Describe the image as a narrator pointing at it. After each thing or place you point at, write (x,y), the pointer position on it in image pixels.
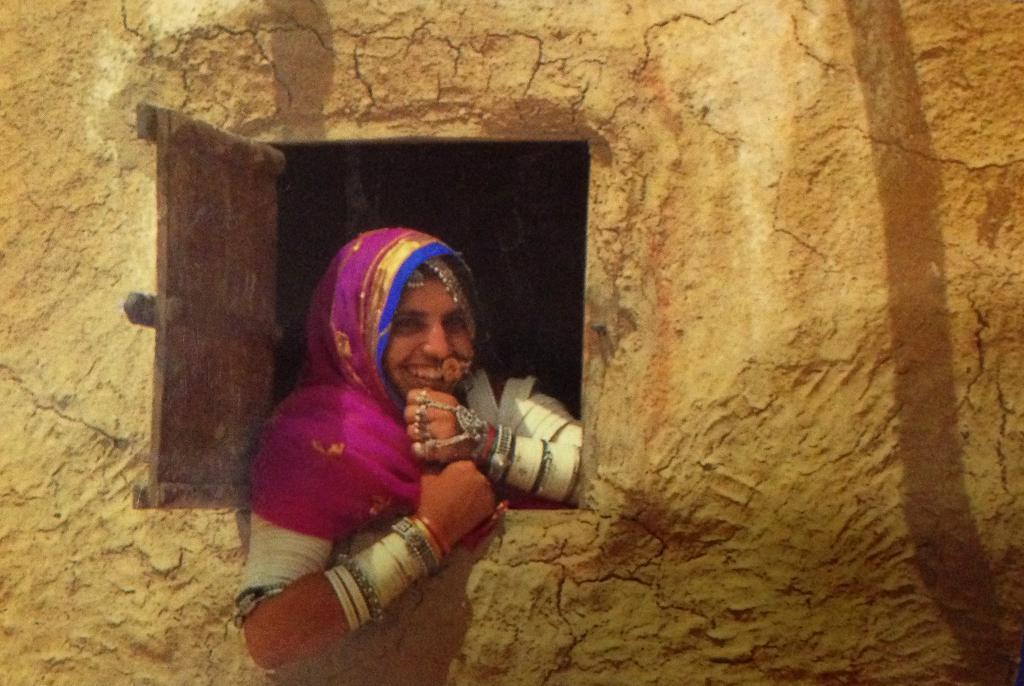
In this image there is a woman (380,365) who is looking out from the window (472,257). To the window (477,232) there is a wooden door (199,237). The woman (409,381) is wearing the pink saree (393,484) and bangles (414,551). In the background (416,586) there is a wall (440,583).
